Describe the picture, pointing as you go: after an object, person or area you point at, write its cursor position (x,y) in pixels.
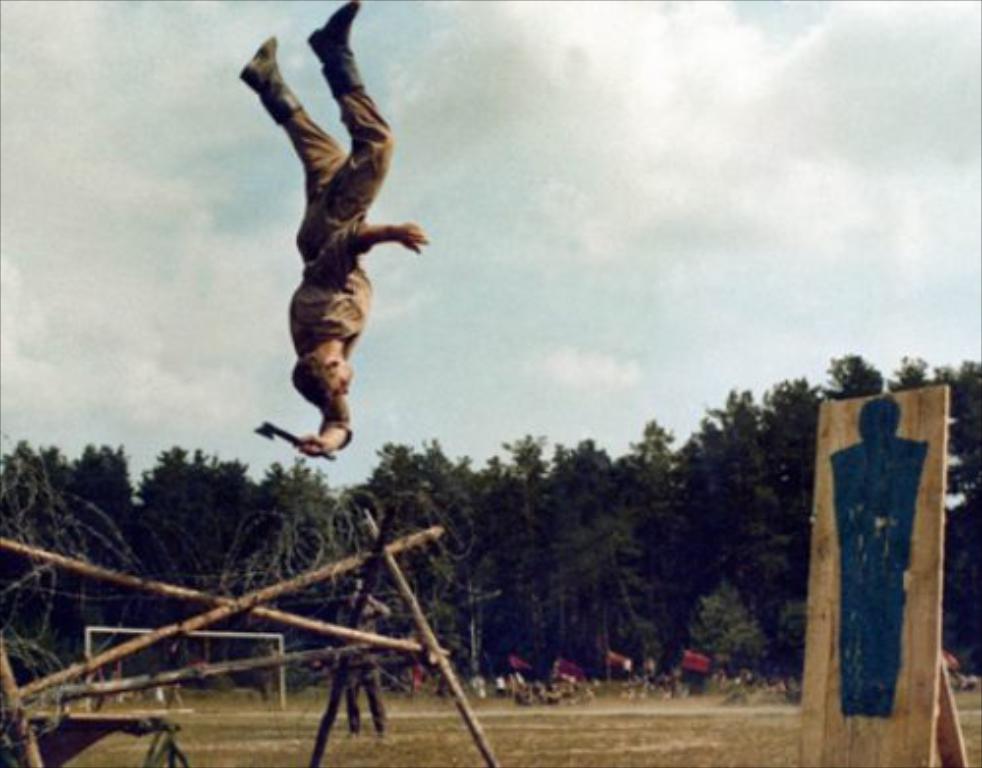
In this picture there is a wooden board (873,468) on which there is a shape (873,466) of a person (873,466), on the right side of the image (873,467) and there is a man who is on the left side of the image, he is about to hit the board (834,524) with an axe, there are bamboos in the bottom left side of the image (224,587), there are other people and trees (96,609) in the background area of the image (349,552).
